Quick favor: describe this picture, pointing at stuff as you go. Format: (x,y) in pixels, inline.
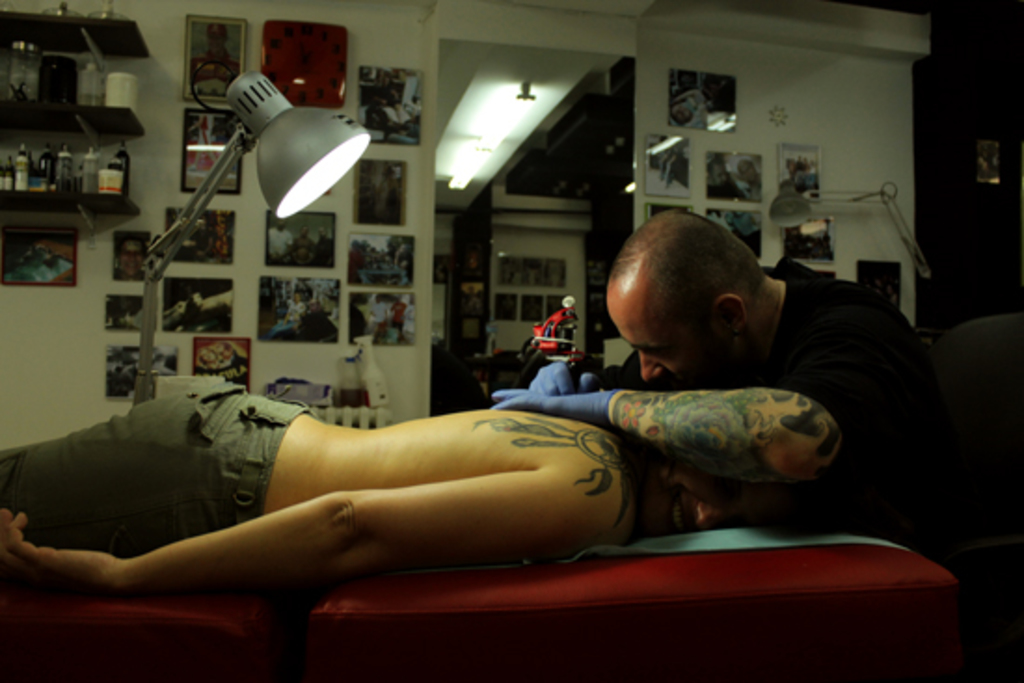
In this image we can see a person (584,480) lying on the bed (607,567). To the right side of the image (851,348) there is a person (725,346) wearing gloves (544,380) and holding a tattoo machine (562,335). In the background of the image (651,92) there is wall (340,329). There are photo frames (363,186) on the wall (753,71). There is a light lamp (280,132). To the left side of the image (105,206) there is a shelf (34,37) with objects (42,100) in it.
